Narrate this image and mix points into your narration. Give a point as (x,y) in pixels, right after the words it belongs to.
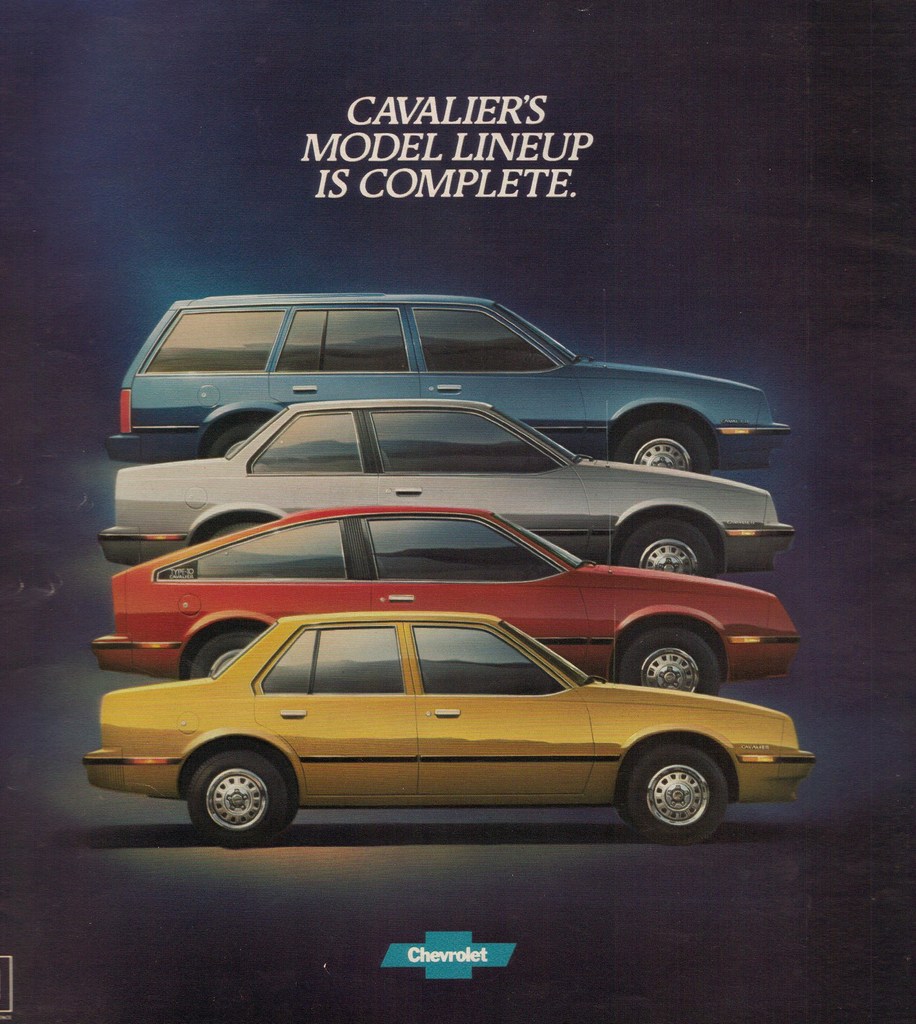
In this picture we can see four colorful cars (387,511) in the magazine cover photo. On the top (359,148) we can see "Model lineup is completed" is written.
